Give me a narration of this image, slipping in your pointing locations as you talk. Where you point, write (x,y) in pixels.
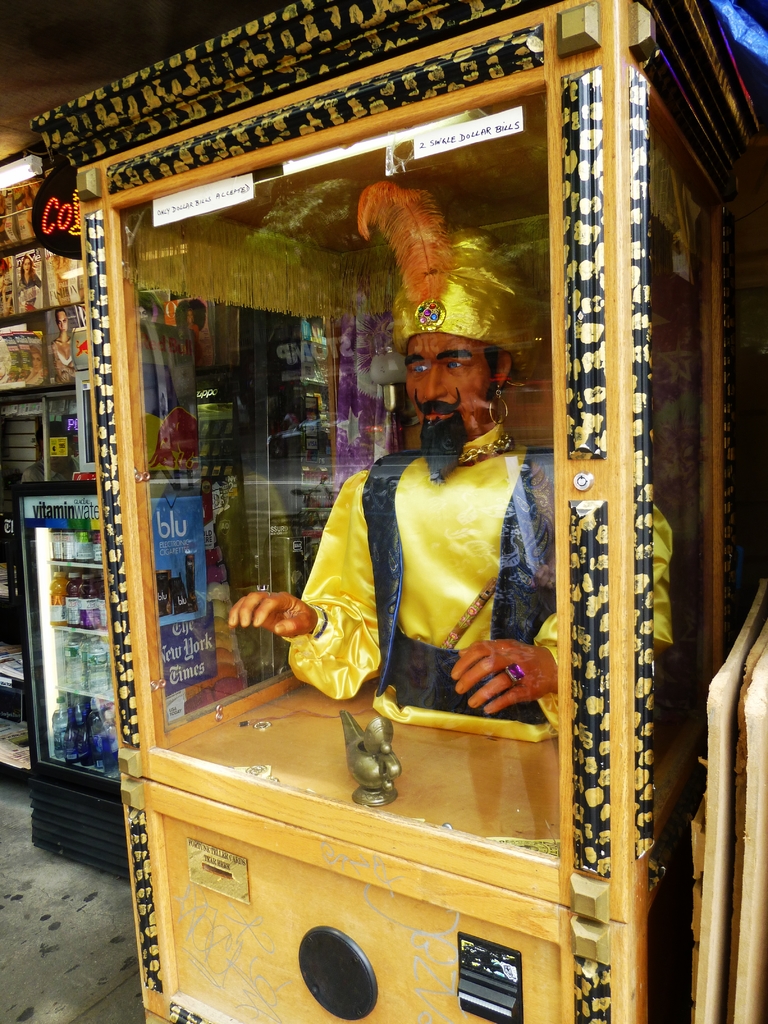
In this picture we can see a statue (402,526) in the box (591,344), on the left side of the image (15,195) we can see few books (49,350), lights (49,655) and a refrigerator (56,643), in the refrigerator (102,643) we can find few bottles (102,721).
